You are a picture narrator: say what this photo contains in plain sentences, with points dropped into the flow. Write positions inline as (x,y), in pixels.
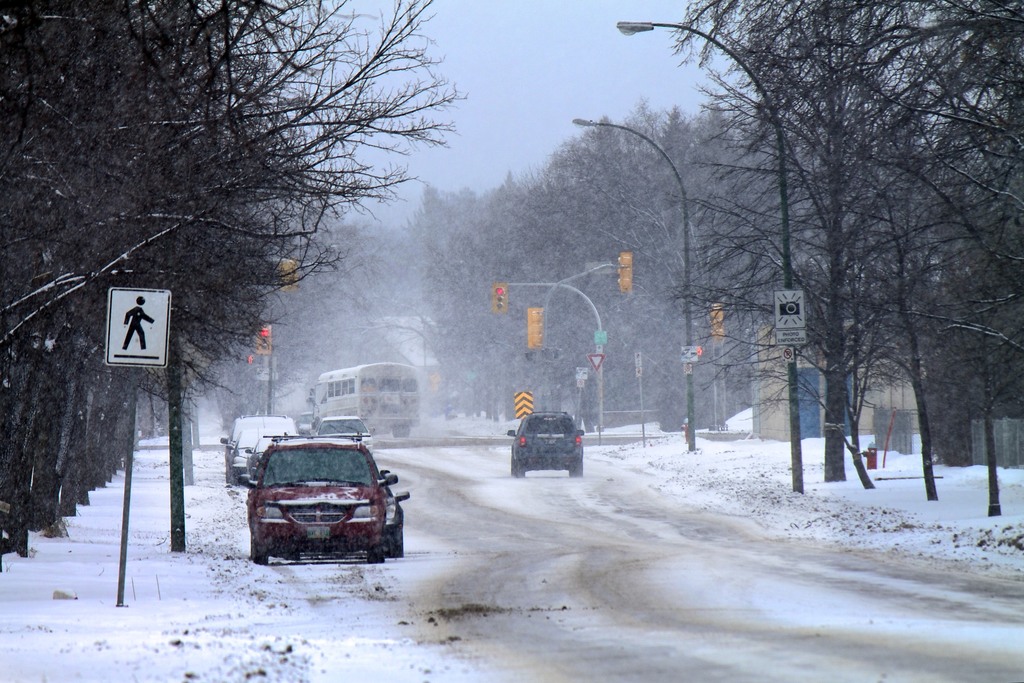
The picture is clicked outside a city (405,286) on the streets (410,559). On the left side of the picture (71,317) there are trees (101,354), poles (176,469) and a sign board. In the center of the picture (357,403) there are cars (260,452), trucks (334,394), signals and trees (465,279). On the right (831,244) there are trees (710,265), street lights (689,279), signals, sign boards (788,335), buildings (818,387) and a car (564,430). In the foreground of the picture (241,567) there is snow (104,578). Sky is cloudy.
